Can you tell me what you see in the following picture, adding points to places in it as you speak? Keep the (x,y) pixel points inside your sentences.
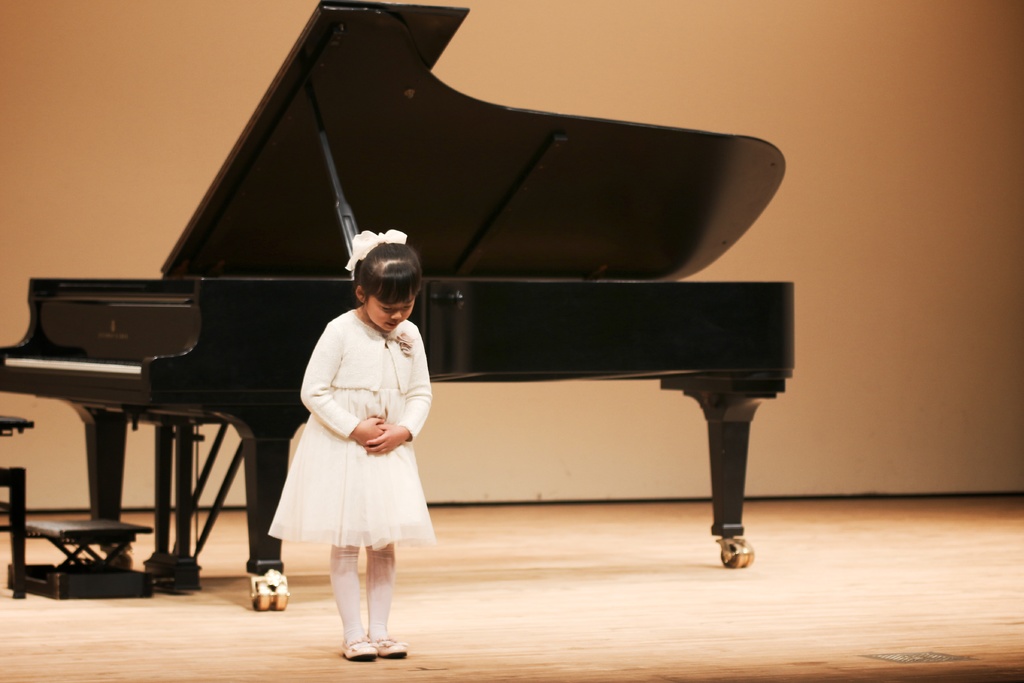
In this image, There is a floor (303,681) which is in brown color, There is a piano (720,361) which is in black color, In the middle (364,407) there is a girl (322,416) she is standing, In the background (812,111) there is a brown color wall (808,71).
